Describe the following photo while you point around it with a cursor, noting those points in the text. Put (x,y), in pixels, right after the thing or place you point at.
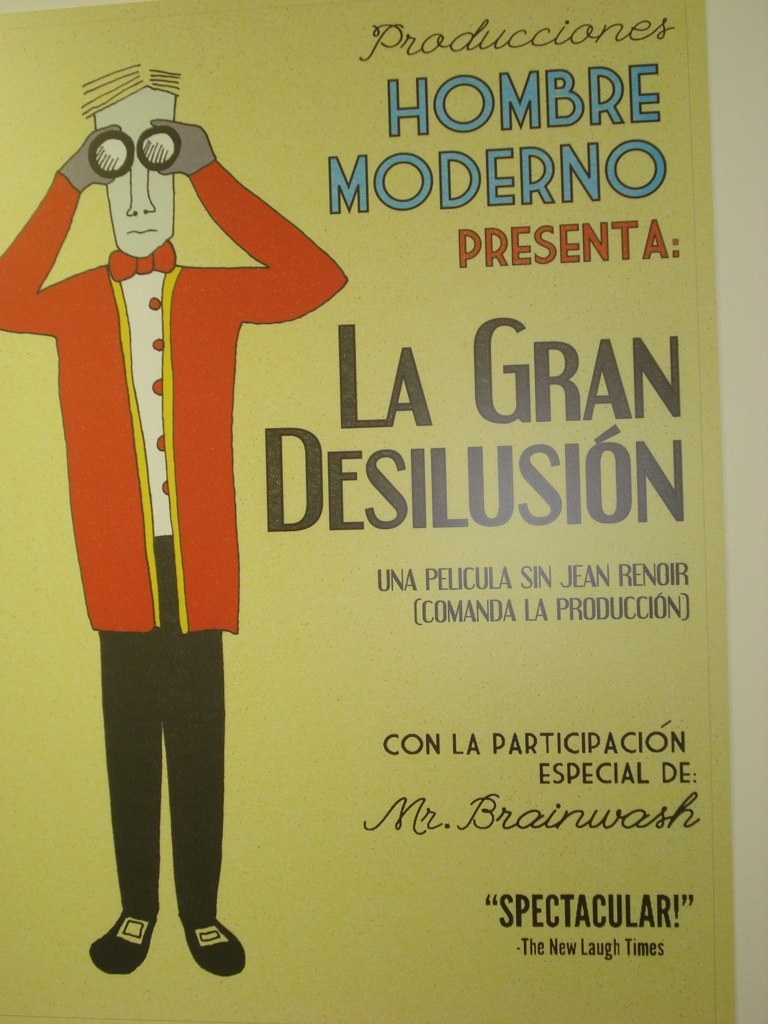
In this picture I can see a poster (220,355), there is a picture (220,355) of a person (86,145) and there are words (367,396) on the poster (477,94).
